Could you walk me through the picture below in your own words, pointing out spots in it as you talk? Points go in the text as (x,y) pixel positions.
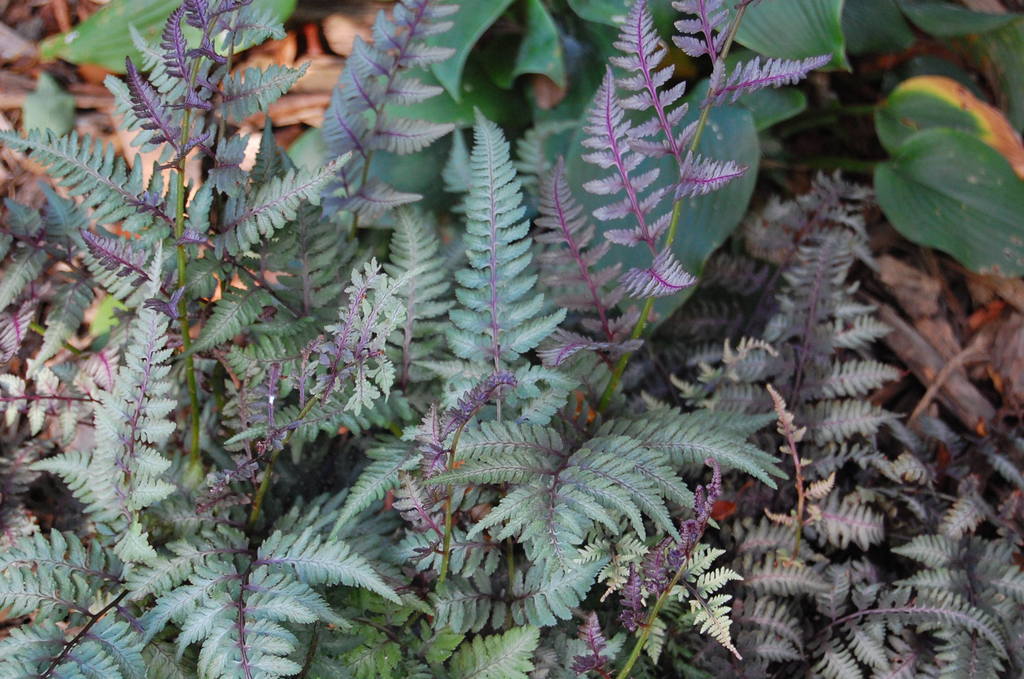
In this image, I can see the plants (615,460) with stems (255,522) and leaves (554,164).
